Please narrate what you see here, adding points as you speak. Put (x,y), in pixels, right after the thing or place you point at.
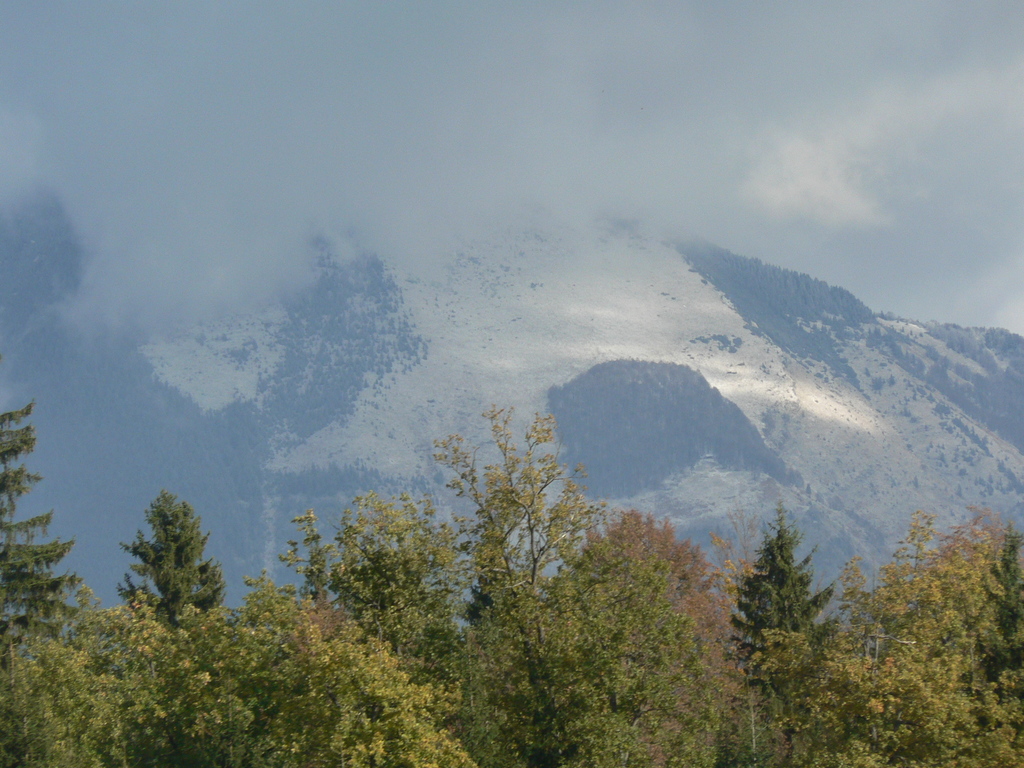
There are trees (240,659), mountains (606,352) and fog (609,177).
